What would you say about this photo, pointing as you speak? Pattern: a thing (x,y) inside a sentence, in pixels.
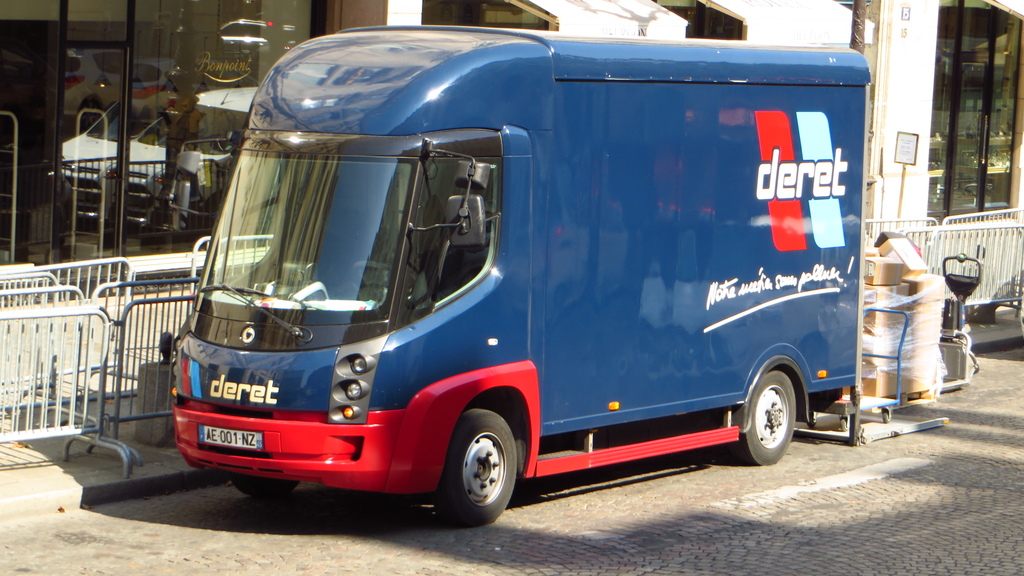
In the foreground (341,309) I can see a truck (334,334) on the road (746,501) and carton boxes (908,391). In the background (136,283) I can see a fence (181,287), buildings (186,62) and a board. This image is taken during a day near the road (89,521).
